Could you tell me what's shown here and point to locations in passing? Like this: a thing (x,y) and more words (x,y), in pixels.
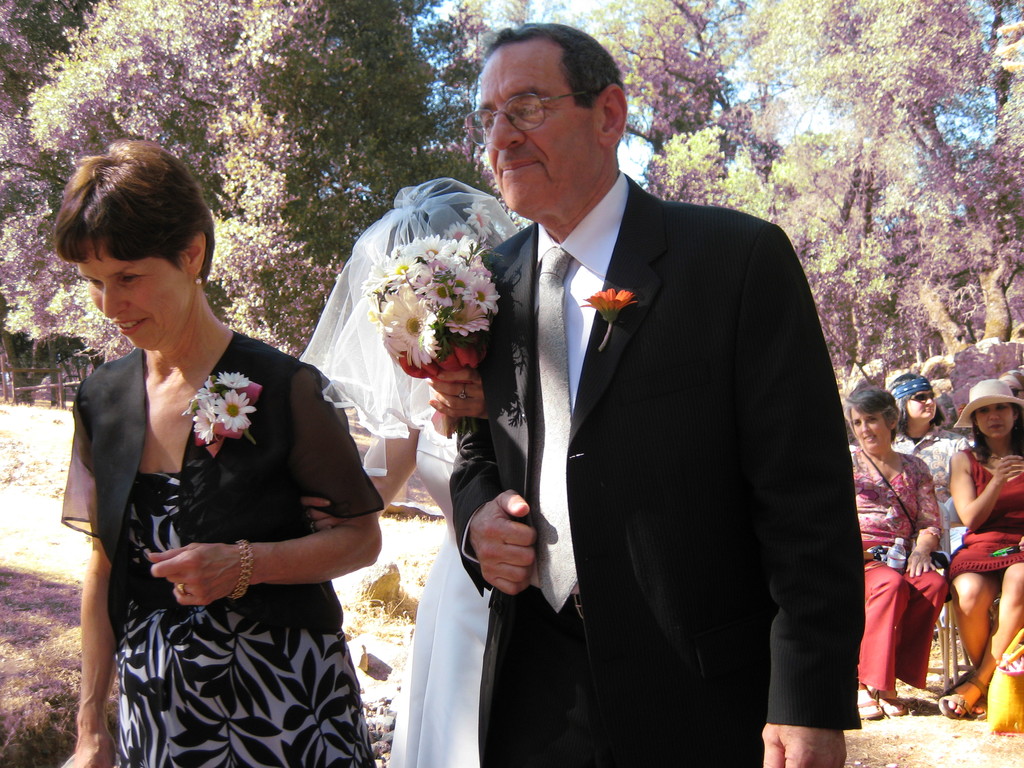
In this picture there is a man (601,286) who is wearing suit (530,404) and trouser (570,650). He is holding the hand (453,370) of a bride (434,594) who is wearing white dress (452,454). She is holding the flowers (442,288). On the left (128,469) we can see another woman (232,525) who is wearing black dress (251,661) and bracelet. On the right (891,615) we can see three women (1022,565) who are sitting on the chair (953,502). In the background (795,46) we can see many trees (861,318). Here it's a sky (815,125). On the left (73,400) background (56,405) we can see wooden fencing (6,392) and grass (3,414).
